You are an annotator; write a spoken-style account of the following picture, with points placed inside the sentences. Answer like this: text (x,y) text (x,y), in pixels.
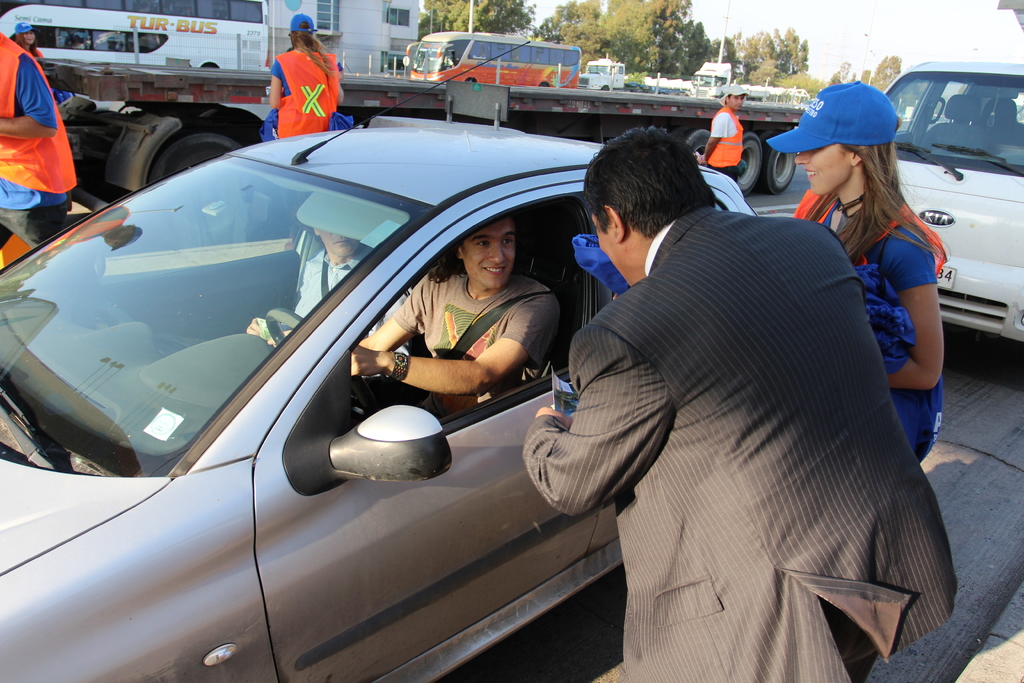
In this image I can see two people (714,254) standing in-front of the car (469,160). Among them one person (827,190) is wearing the blue cap (836,133). Two people (501,264) are sitting inside the car (538,390). In the back (307,73) there are few more people (711,141) standing and wearing orange aprons (299,92) and few vehicles (668,108) are on the road (971,424). In the background (491,15) there are trees (599,55), building (371,21) and the sky (832,58).
